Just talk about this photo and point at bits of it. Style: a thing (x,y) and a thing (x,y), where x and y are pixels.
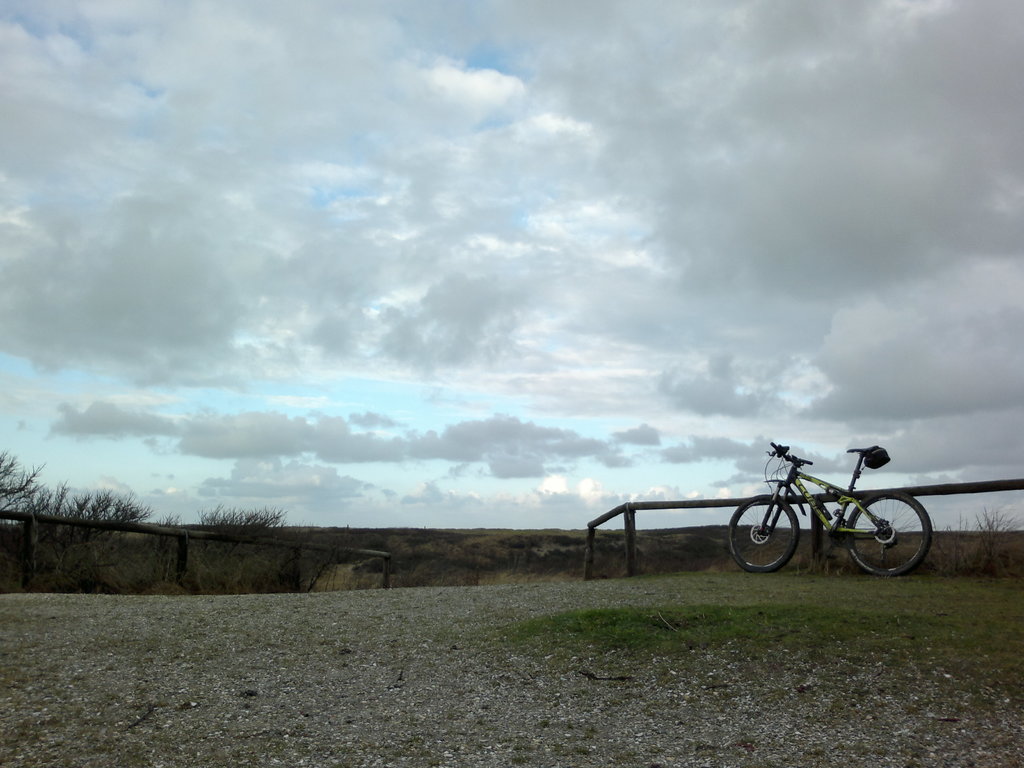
On both right and left side of the image (189,558) there is a wooden fence (292,548). On the right side of the image (784,555) there is a cycle (839,509). In the background of the image (207,526) there are trees (7,496) and sky (568,240).
